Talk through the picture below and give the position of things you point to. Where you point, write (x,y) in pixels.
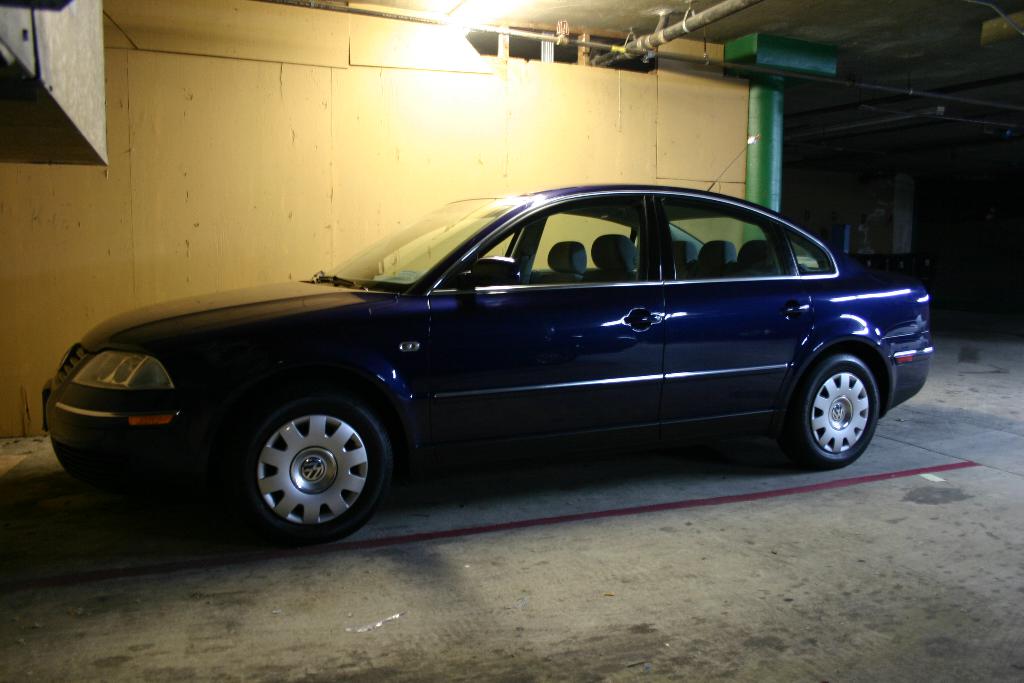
In this image I see a car (666,294) which is of dark blue in color and I see the ground (773,489) on which there is a red line (114,571) over here. In the background (3,317) I see the wall (512,125) and I see the light (453,39) over here and I see pipes (696,25) and it is a bit dark over here.
